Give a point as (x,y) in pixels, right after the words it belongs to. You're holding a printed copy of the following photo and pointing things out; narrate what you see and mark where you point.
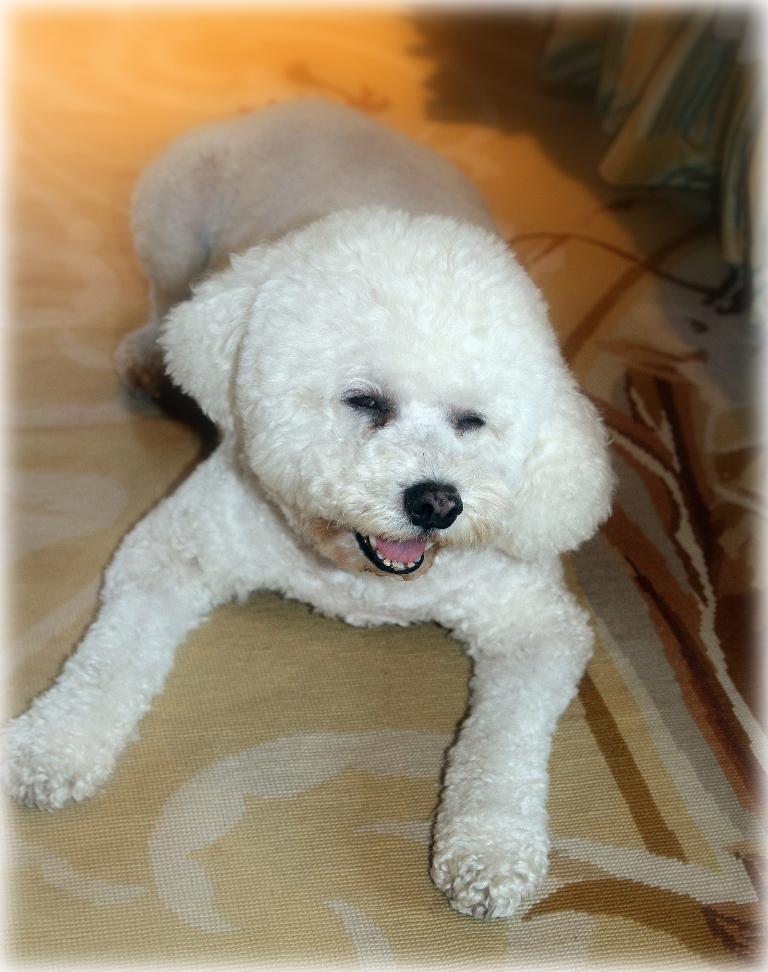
In this image I can see white colour dog (217,423). I can also see this image is little bit blurry from background (566,142).
